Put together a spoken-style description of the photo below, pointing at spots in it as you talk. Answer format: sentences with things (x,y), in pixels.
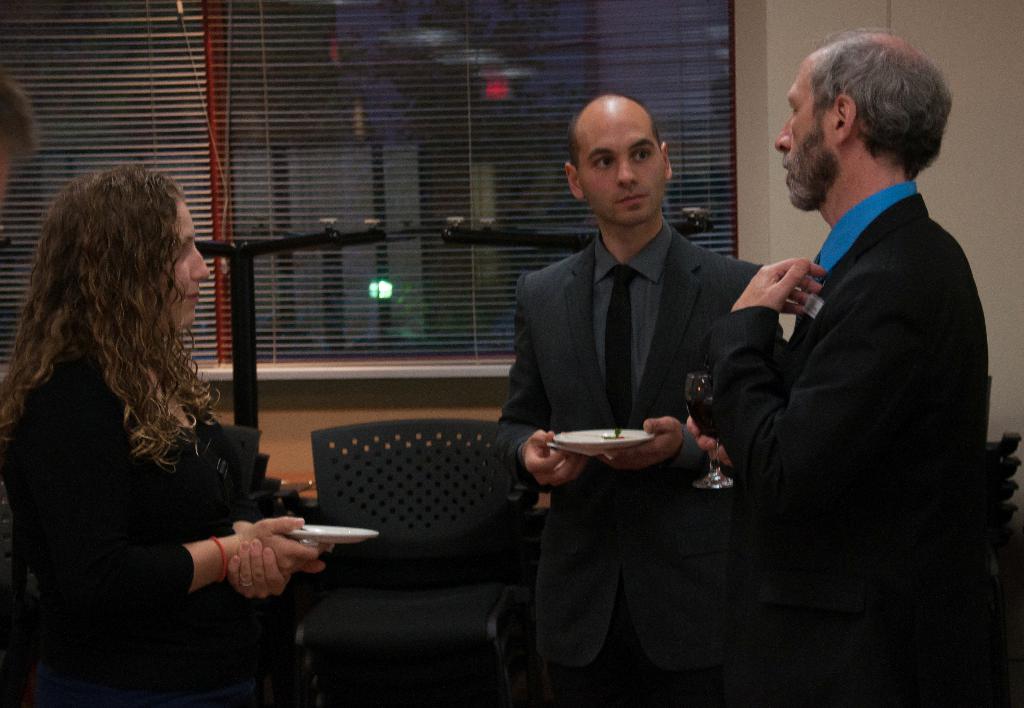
In this image, we can see three people (241,523) are standing and holding some objects (356,529). Background (446,518) there is a wall (788,236), window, window shades (441,266), rods (498,242), chairs (437,475). Through the glass window (450,327), we can see the outside view (393,288).
